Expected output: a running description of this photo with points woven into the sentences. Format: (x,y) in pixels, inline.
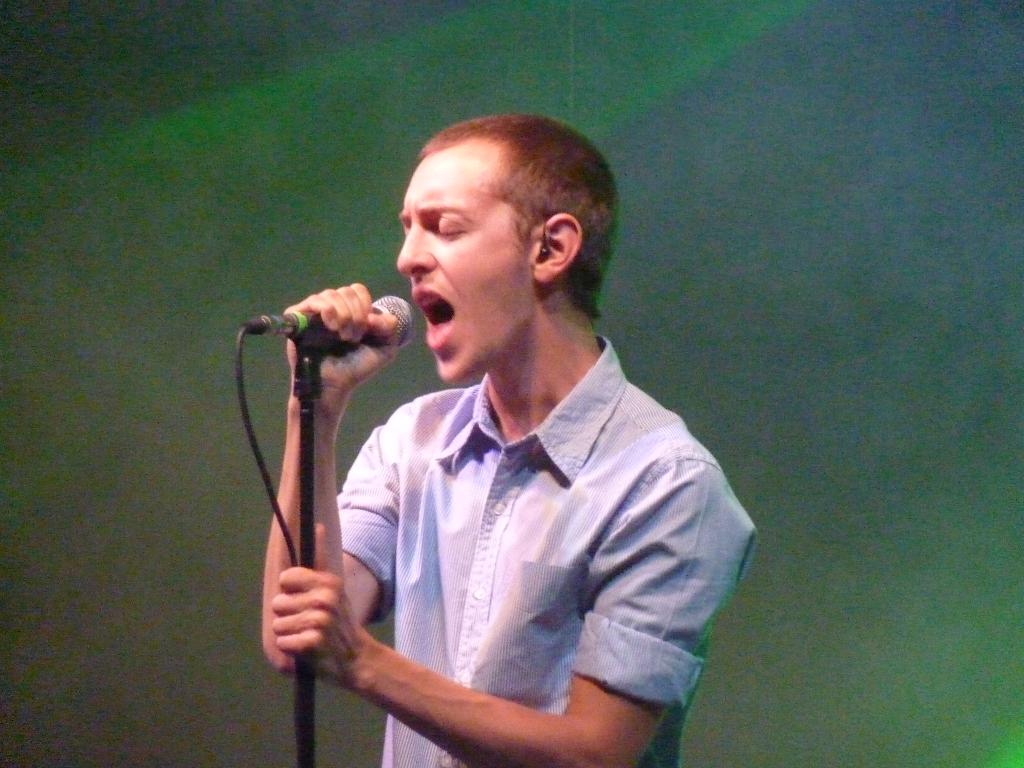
In this image the background (797,498) is green in color. In the middle of the image (529,381) a boy (529,437) is singing and he is holding a mic (339,328) in his hands (336,363).
